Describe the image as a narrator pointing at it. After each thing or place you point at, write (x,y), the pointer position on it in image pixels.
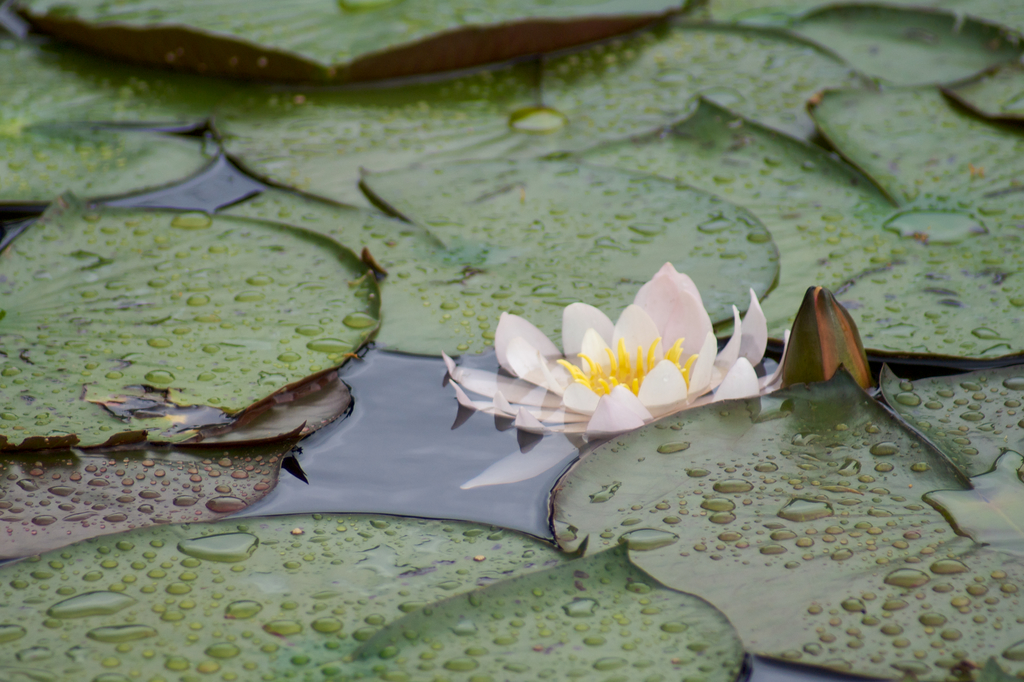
In this image I can see the flower (445,360) in yellow and light pink color and I can see few leaves (94,309) on the water (450,418) and the leaves (391,311) are in green color.
